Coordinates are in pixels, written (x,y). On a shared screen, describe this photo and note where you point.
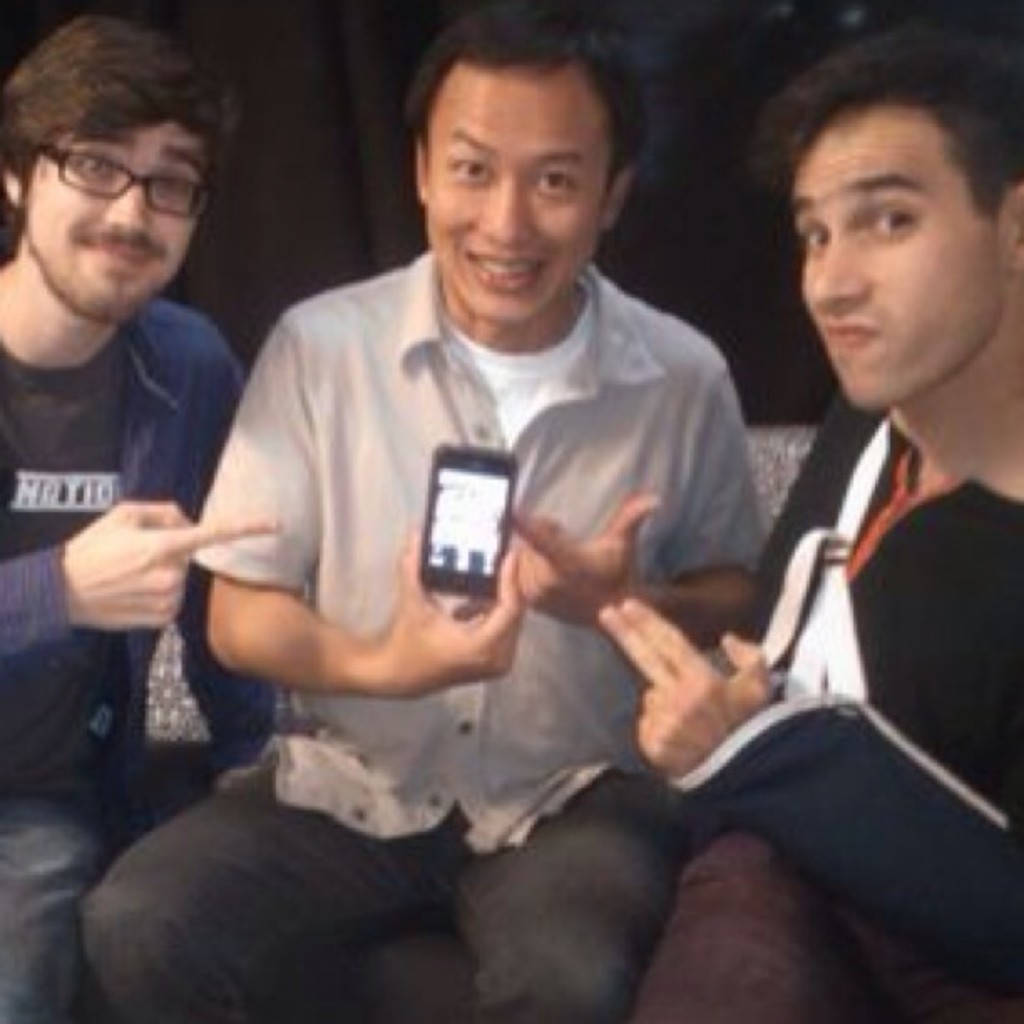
In this image i can see three persons (547,440) sitting on a chair (772,461) and there are two smiling and left person (140,184) wearing a spectacles (95,155) and middle person (470,442) holding a mobile phone (425,537).
